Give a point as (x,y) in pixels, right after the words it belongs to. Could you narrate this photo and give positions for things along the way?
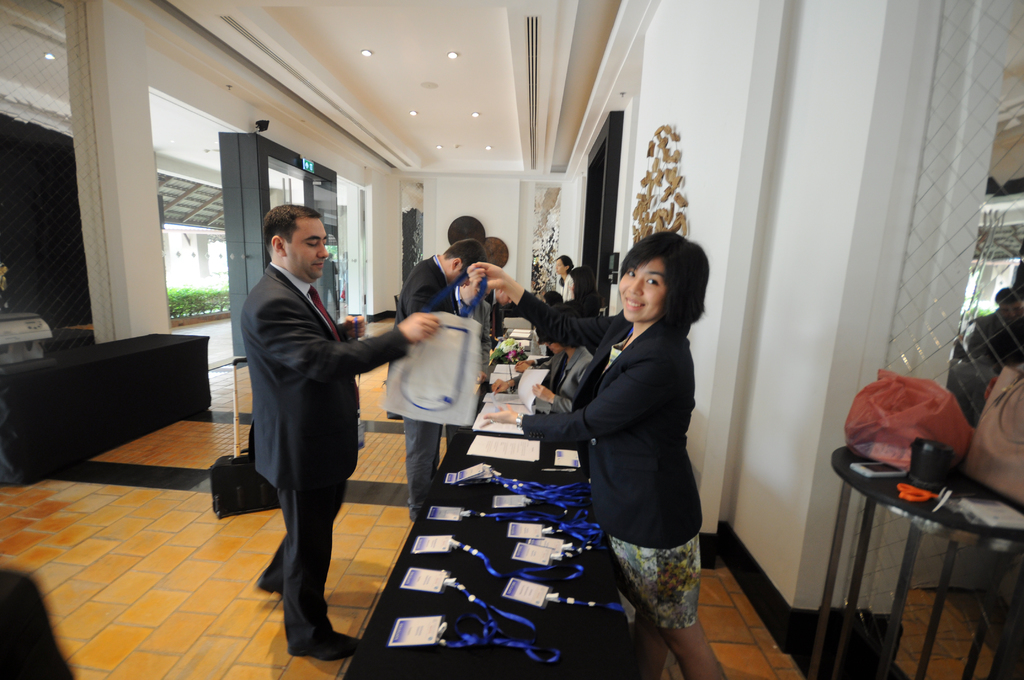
In this picture we can see the inside view of a room (770,378). Here we can see some people (489,288) are standing on the floor (154,565). This is the wall (845,169), and there are some lights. These are the id cards (400,640) on the table (399,655), even we can see some papers (514,431) on the table (386,667). And this is the bag (978,431).
